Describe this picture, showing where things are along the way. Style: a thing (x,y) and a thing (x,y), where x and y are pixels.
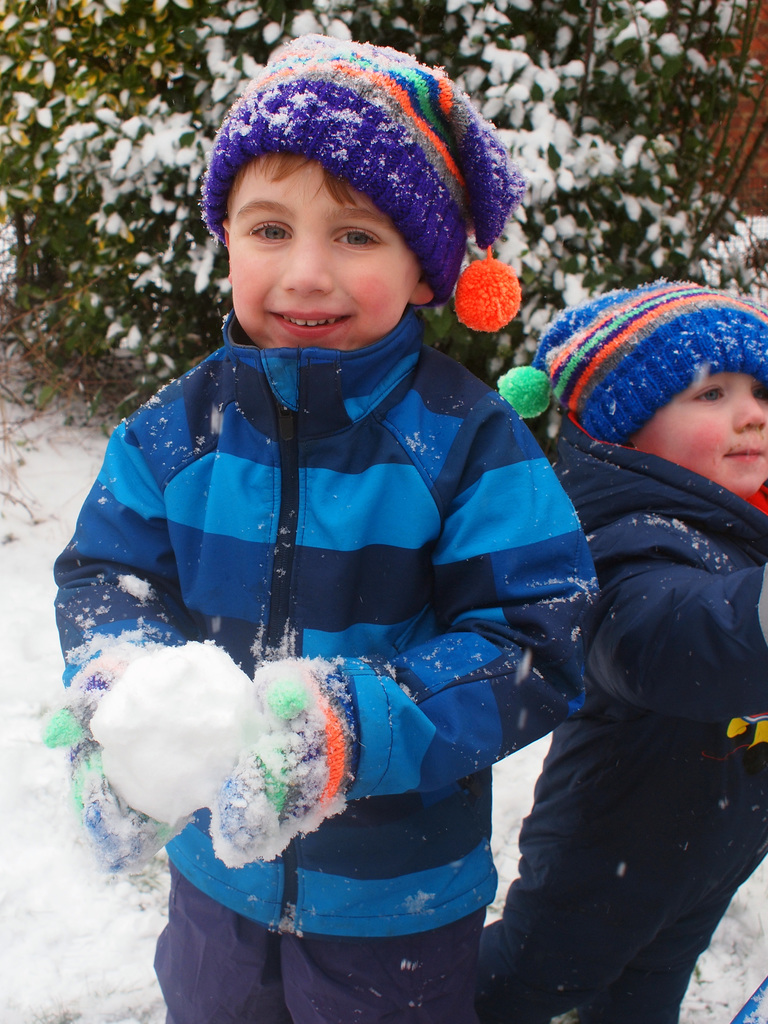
In this image we can see two children (436,652). They are wearing caps (613,341). Also there is snow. In the back (120,111) there are plants (225,46) with snow (574,110).
